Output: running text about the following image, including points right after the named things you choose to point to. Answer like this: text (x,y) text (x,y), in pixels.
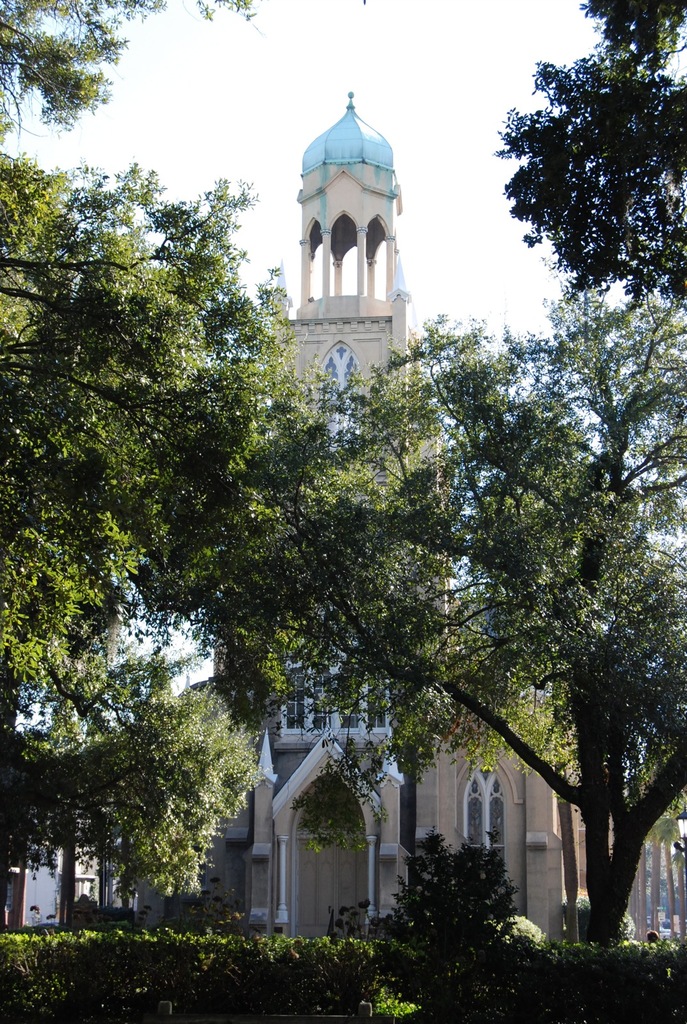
As we can see in the image there are buildings (484,774), plants (366,979), trees (185,619) and on the top (206,114) there is sky (224,117).
